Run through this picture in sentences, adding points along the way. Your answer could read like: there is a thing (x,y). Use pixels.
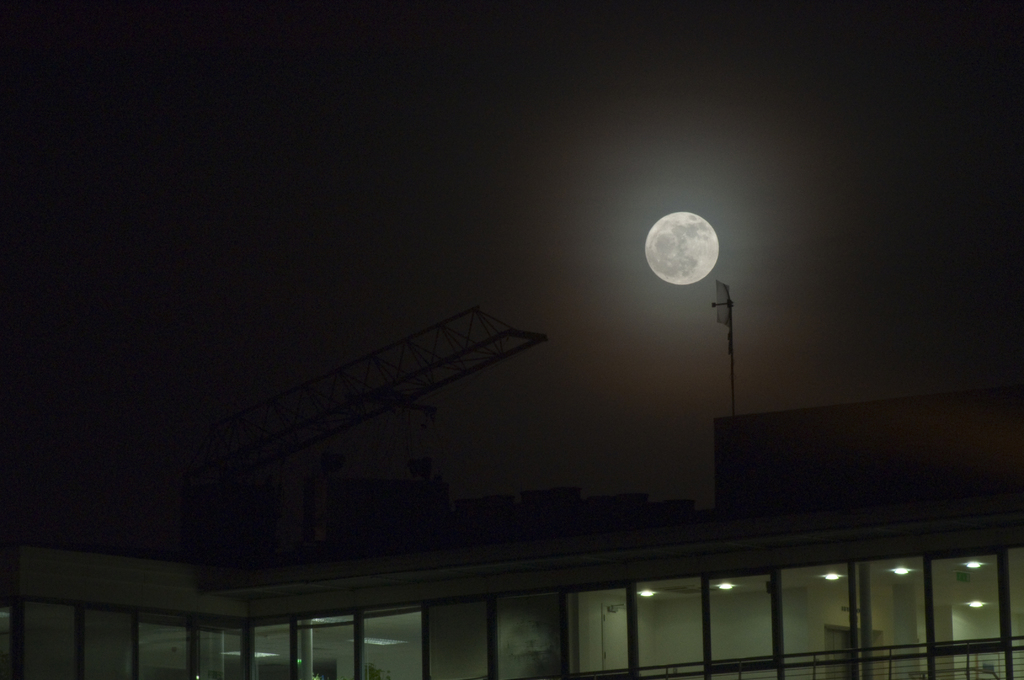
At the bottom of the image (364,574) there is a building (694,577). There are glass walls (682,624). At the top of the image (781,197) there is sky (754,241). There is moon (669,235).
